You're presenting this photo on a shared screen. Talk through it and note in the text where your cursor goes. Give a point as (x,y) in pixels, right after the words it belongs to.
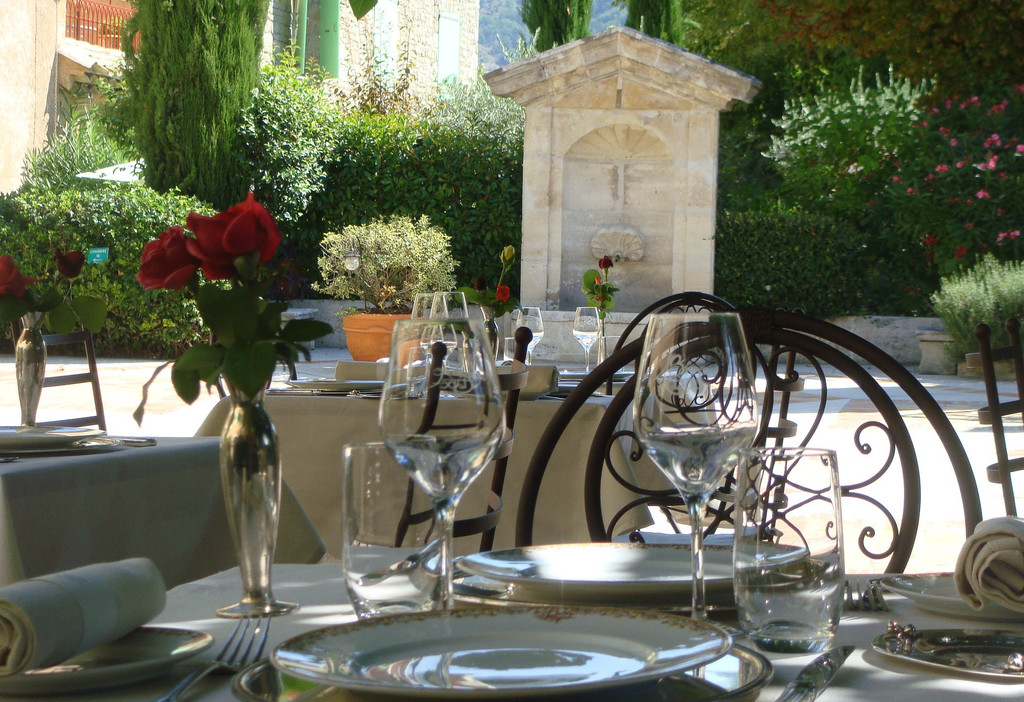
In this image, we can see some tables (1,479) covered with a cloth (18,487) and some objects (748,604) like glasses (714,379) are placed on it. We can see some chairs (898,432) and the ground (896,448) with some objects (408,302). There are a few trees (252,53), plants (305,190), houses (379,32). We can see some flower vases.
